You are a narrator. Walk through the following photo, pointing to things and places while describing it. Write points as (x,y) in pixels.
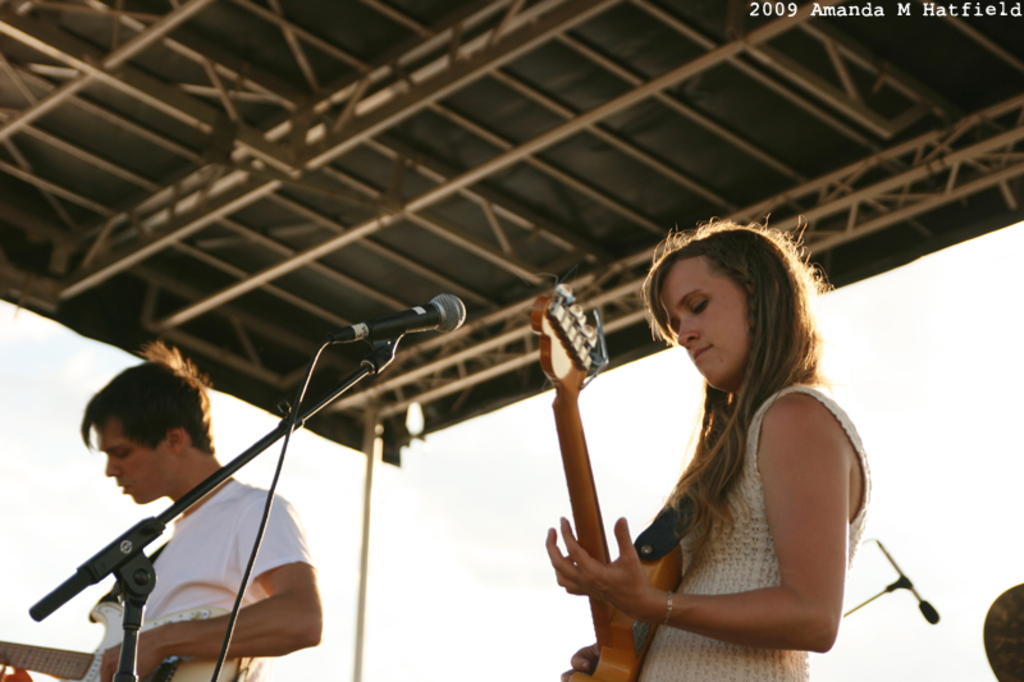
In this image there is a lady person (696,539) and male person (186,583) playing guitar (578,428) and at the middle of the image (386,329) there is a microphone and at the top of the image (503,193) there is a ceiling (428,184).
